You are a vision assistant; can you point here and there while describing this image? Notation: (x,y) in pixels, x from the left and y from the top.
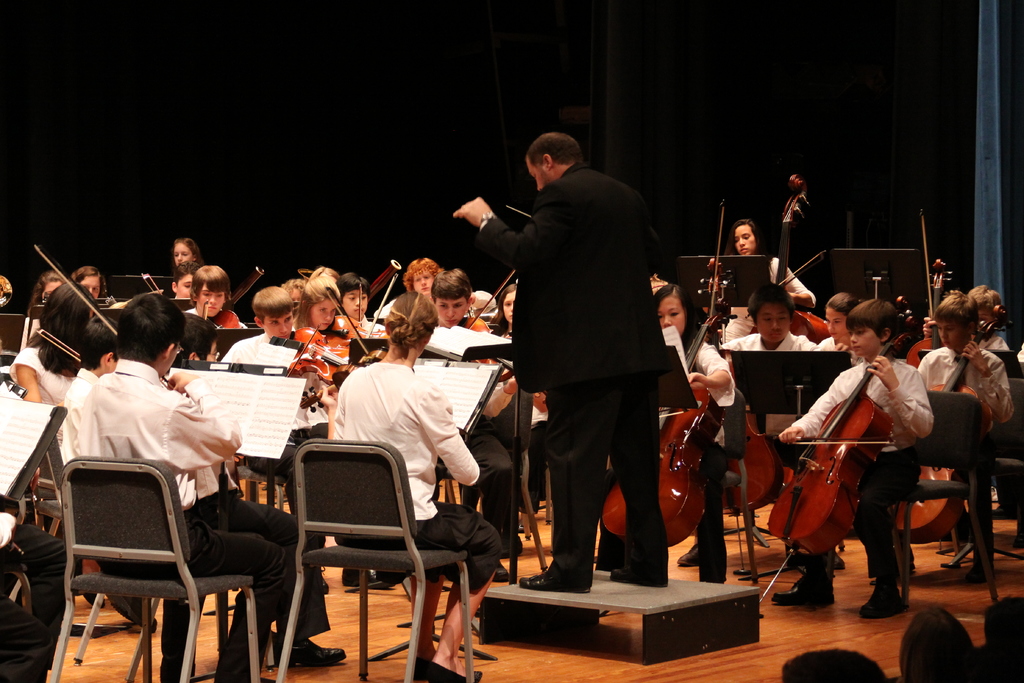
This is a picture taken in a room (58,163), there are group of kids (353,410) sitting on chairs (171,516) and playing music instruments (873,415). In front of the kids (219,415) there are music books (256,390). The man (581,257) in black blazer (571,277) was standing on a platform (603,583) and the man (579,564) is holding a stick (518,211). Behind the people (532,238) is in black color. This is a wooden floor (667,667).
